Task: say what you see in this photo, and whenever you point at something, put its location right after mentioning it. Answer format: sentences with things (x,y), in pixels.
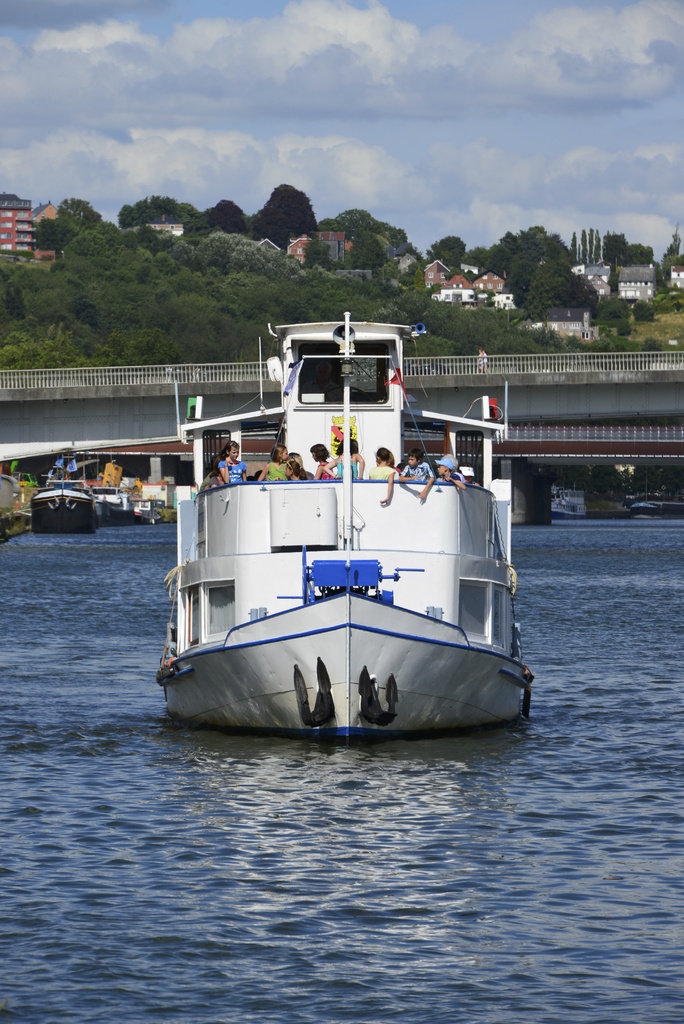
Here in this picture, in the middle (433,539) we can see a boat (237,584) present in the water (131,606) and we can also see number of people (325,389) present in the boat (317,436) and behind that also we can see other number of boats (41,507) present and in the middle (233,413) we can see a bridge (151,413) present and in the far we can see buildings (14,201) present and we can see plants (253,340) and trees (296,268) covered all over there and we can see clouds (341,106) in the sky (255,125).
